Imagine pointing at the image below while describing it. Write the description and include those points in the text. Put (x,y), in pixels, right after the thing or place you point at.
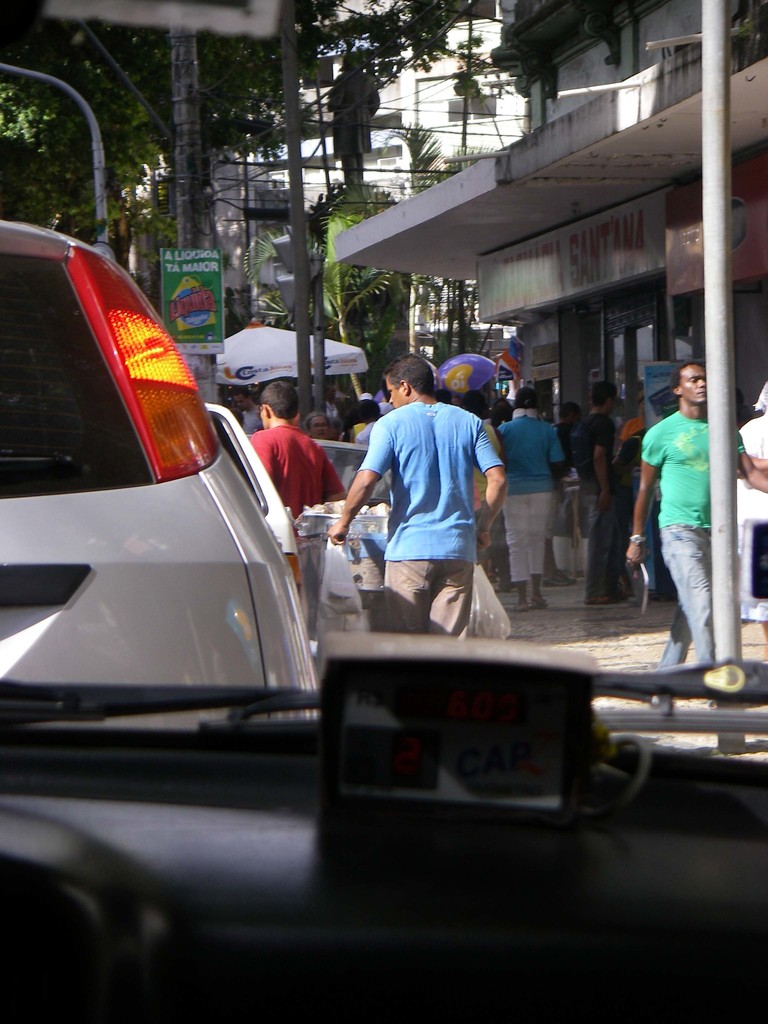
In this picture we can see the vehicles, tent (283,375), board (196,262), poles (186,213), buildings (443,197), statue (365,122), trees (363,41), door (629,310). In the center of the image (330,492) we can see some people (587,498) are walking on the road (647,617) and a man (430,536) is pushing a trolley (360,548). At the bottom (403,833), the image is an inside view of a vehicle (387,996).
